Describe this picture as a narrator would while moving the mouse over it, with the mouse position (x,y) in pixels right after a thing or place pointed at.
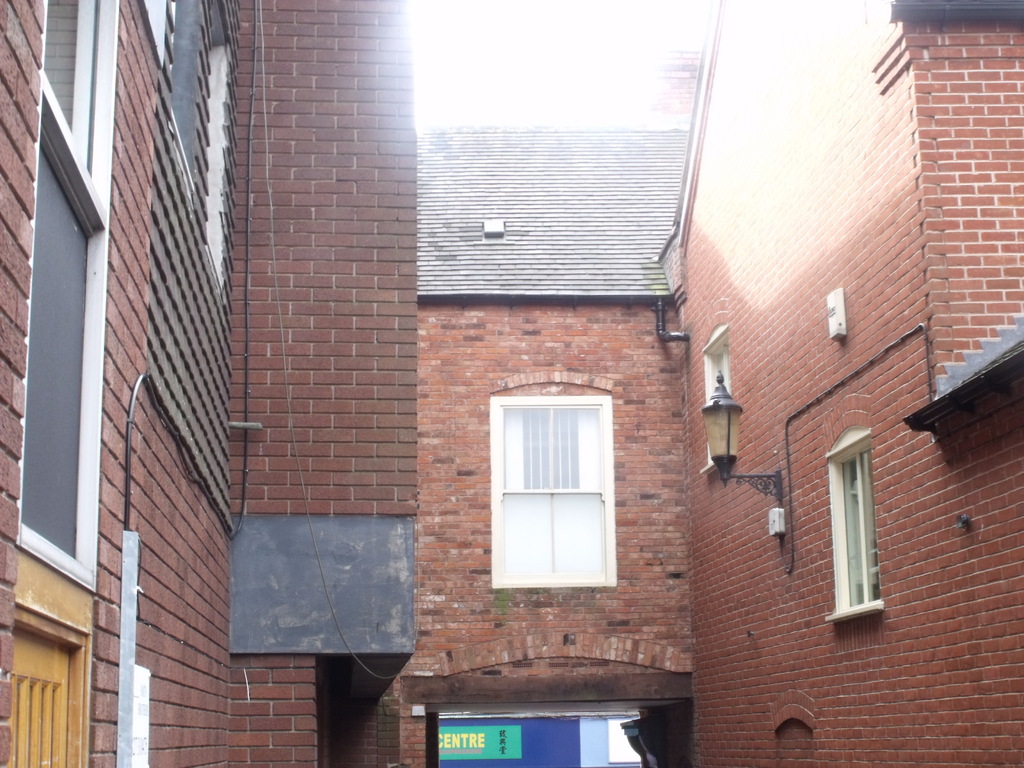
In this image, on the right side (925,93), we can see a brick wall (960,425), glass window (840,517), light (718,420). On the right side (901,338), we can also see an electric pipe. In the middle of the image (567,477), we can see a window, brick wall (573,658). On the left side (163,382), we can see a window (30,443), brick wall (217,569). At the top (560,41), we can see white color, at the bottom (543,743), we can see a hoarding (522,741) with some text (503,746) written on it and a white color board (615,762).
